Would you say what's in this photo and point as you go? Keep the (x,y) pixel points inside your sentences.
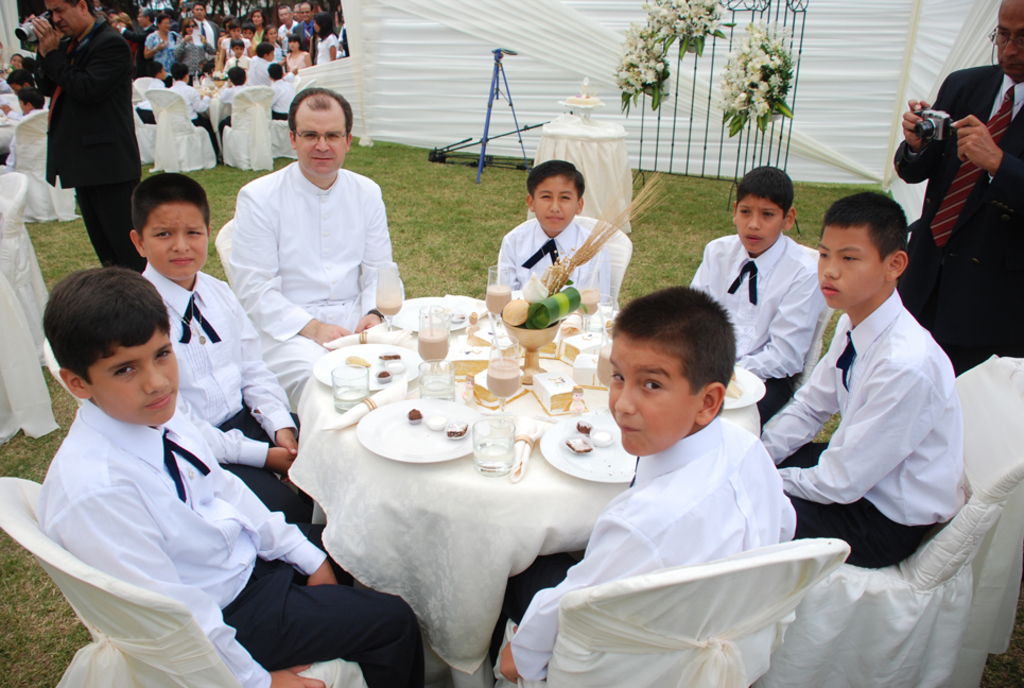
In this picture there are many children (748,354) sitting around a table (344,514) in the chairs (340,674) and a man (315,255) in between them. And the right side (935,124) there is a guy (967,184) taking a photograph with a camera (936,138). On the table (458,415) there are plates (614,477), glasses (499,387) and a bowl (521,334) here. In the background (523,140), there is a table (577,127), flowers (663,72), cloth (468,46) and some people (308,42) sitting there.
